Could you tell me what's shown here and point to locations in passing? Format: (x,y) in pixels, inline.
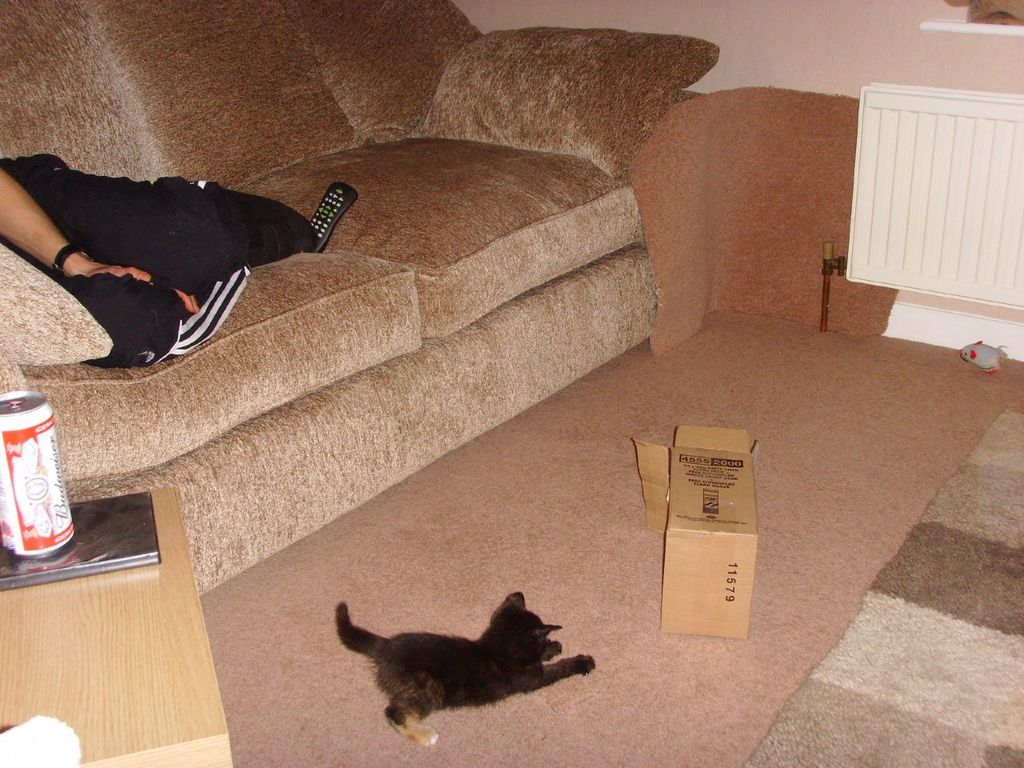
There is a person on the sofa (526,283). This is floor (877,563) and there is a box (682,561). Here we can see a kitten (461,674). This is table (144,671). On the table (134,683) there is a tin (35,498).
